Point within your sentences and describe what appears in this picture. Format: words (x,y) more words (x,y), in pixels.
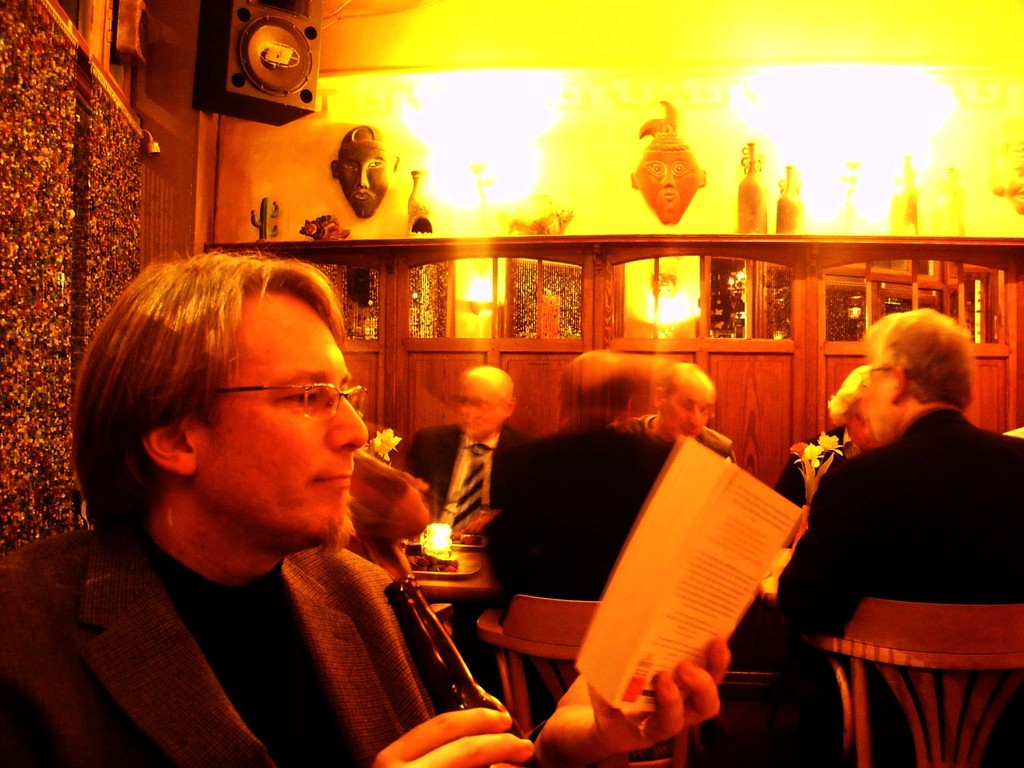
In this image I can see the group of people (326,620) sitting and wearing the blazers (338,623). I can see one person (226,671) holding the book (619,570) and wearing the specs (249,389). In the background (367,334) I can see many decorative objects (526,225), lights (462,165) and the wall (230,196). I can also see the sound box (226,91).
